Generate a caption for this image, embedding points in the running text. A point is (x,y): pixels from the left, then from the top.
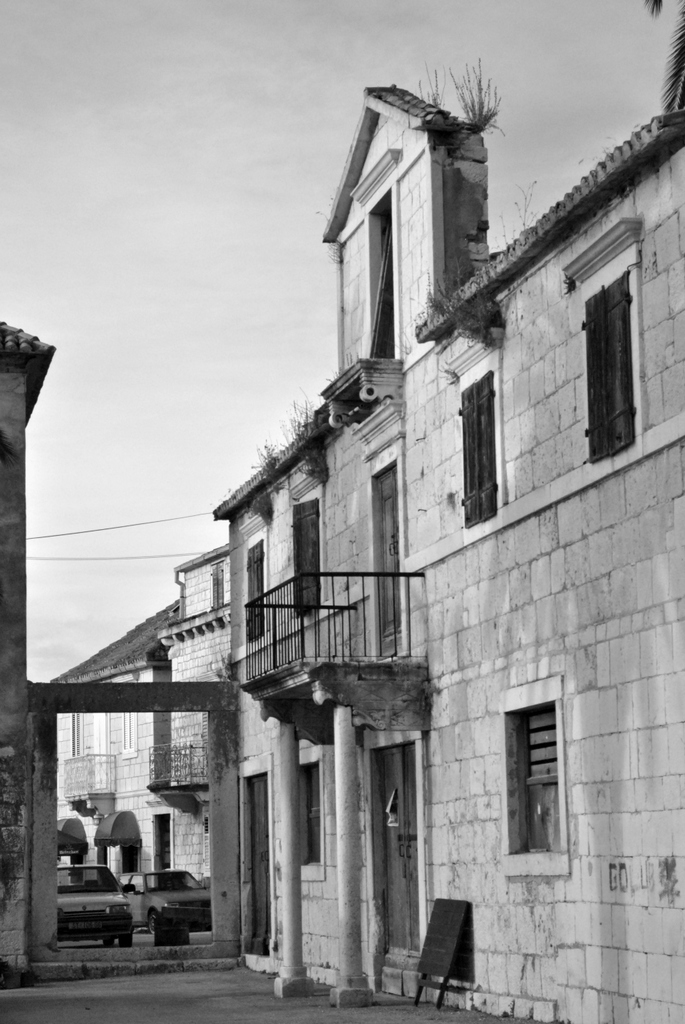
In this picture we can see buildings (281,710), railings (263,595), windows (134,745), pillars (41,916), cars (83,916), board (443,996) on the ground (445,1005) and grass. In the background of the image (98,374) we can see the sky (99,400). In the top right corner of the image (670,89) we can see leaves (669,107).
